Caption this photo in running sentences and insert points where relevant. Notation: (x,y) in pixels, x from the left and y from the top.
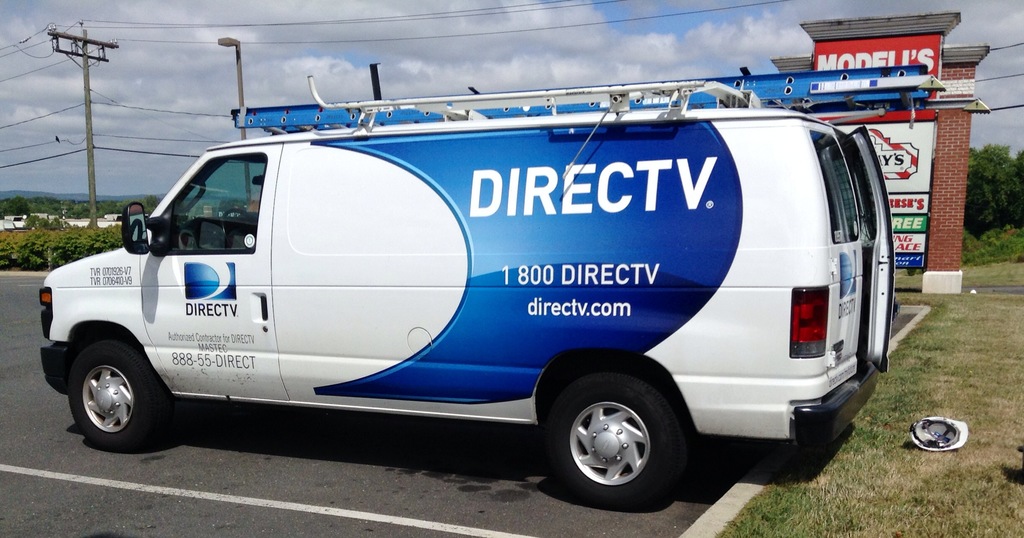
There is vehicle (389,203) parked on the road (639,523), near an object (952,431), which is on the grass (880,487) on the ground (940,362). In the background (1001,126), there is a hoarding (906,31) which is attached to the two poles (953,246), there are electrical lines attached to the pole (90,165) and there are clouds (551,35) in the blue sky (643,35).
